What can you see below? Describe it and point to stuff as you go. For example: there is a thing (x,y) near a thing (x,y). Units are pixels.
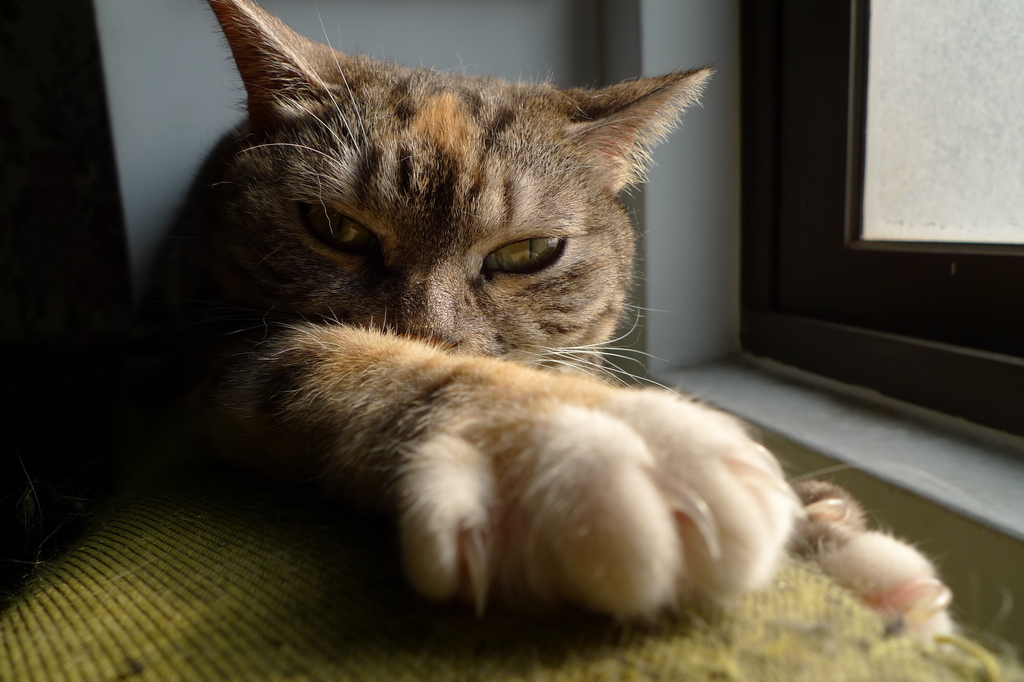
In this picture there is a cat (375,220). At the bottom (168,615) there is a yellow color cloth (250,610). At the back (157,145) there is a wall (193,136). On the right side of the image (786,268) there is a window (766,91).
